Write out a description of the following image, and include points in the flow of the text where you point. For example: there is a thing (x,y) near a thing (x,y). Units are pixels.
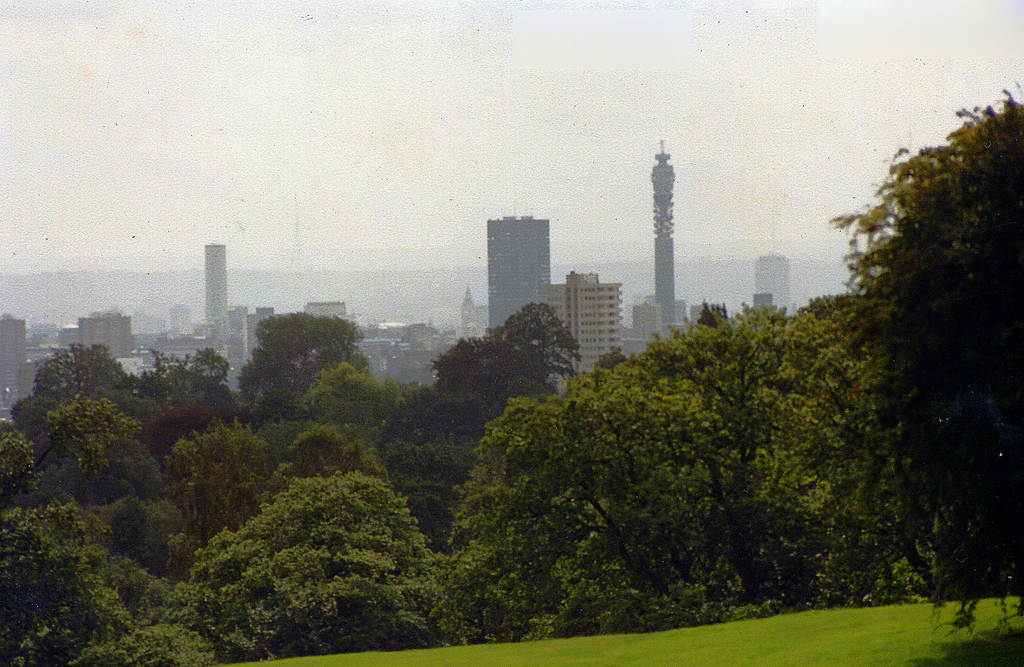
In this picture there is grassland (964,653) at the bottom side of the image (957,664) and there are trees (532,473) in the center of the image (615,443), there are buildings (535,298) in the background area of the image (655,257).
